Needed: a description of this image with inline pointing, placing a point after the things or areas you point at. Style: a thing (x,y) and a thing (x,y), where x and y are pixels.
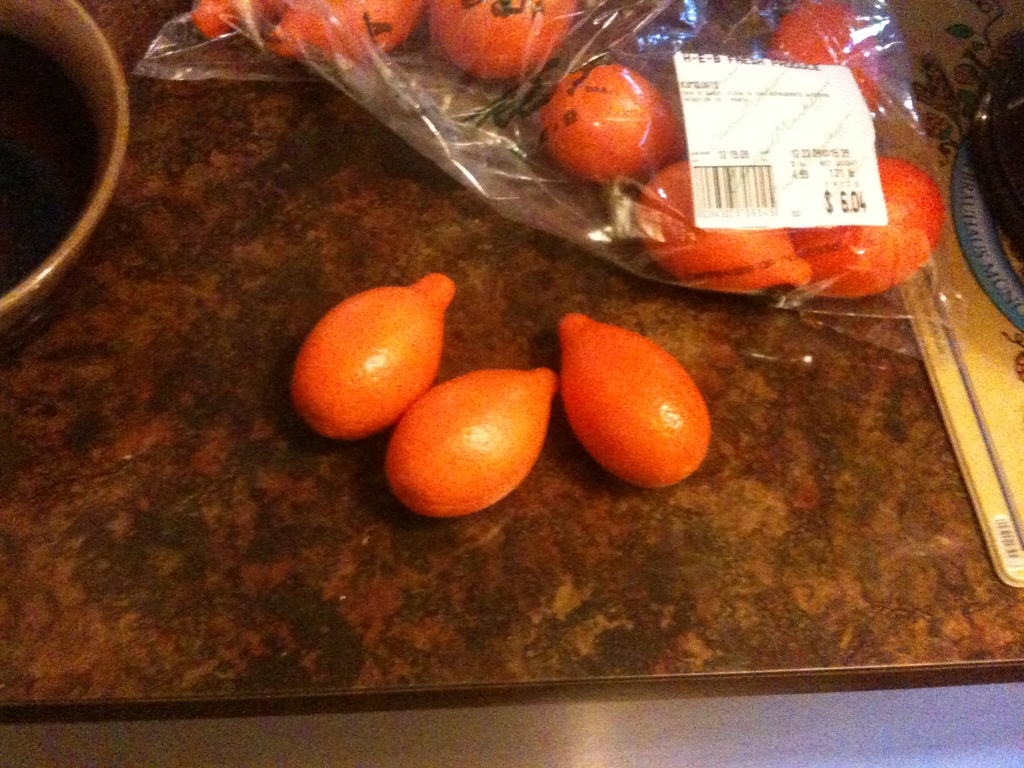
In this image, we can see some fruits (805,279) on the stone (222,257) and we can see some containers (98,180).
